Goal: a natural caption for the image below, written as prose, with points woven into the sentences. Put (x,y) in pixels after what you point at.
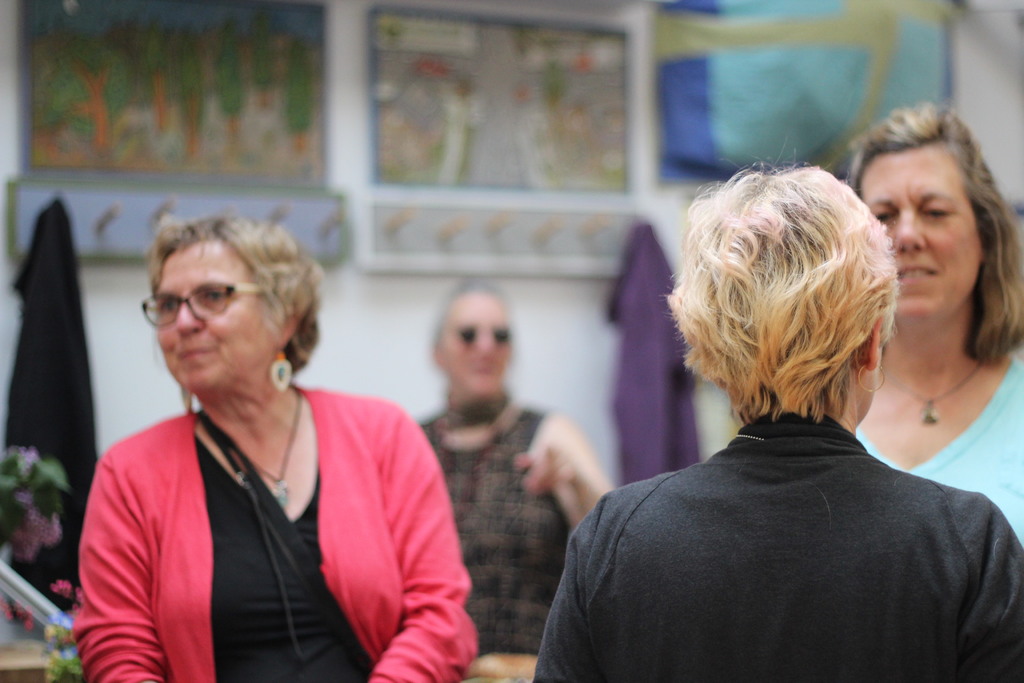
In this image I can see group of people (625,565). In front (675,593) the person (718,550) is wearing black color dress (707,572). In the background (706,166) I can see few frames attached to the wall (581,346) and the wall (585,357) is in white color.
